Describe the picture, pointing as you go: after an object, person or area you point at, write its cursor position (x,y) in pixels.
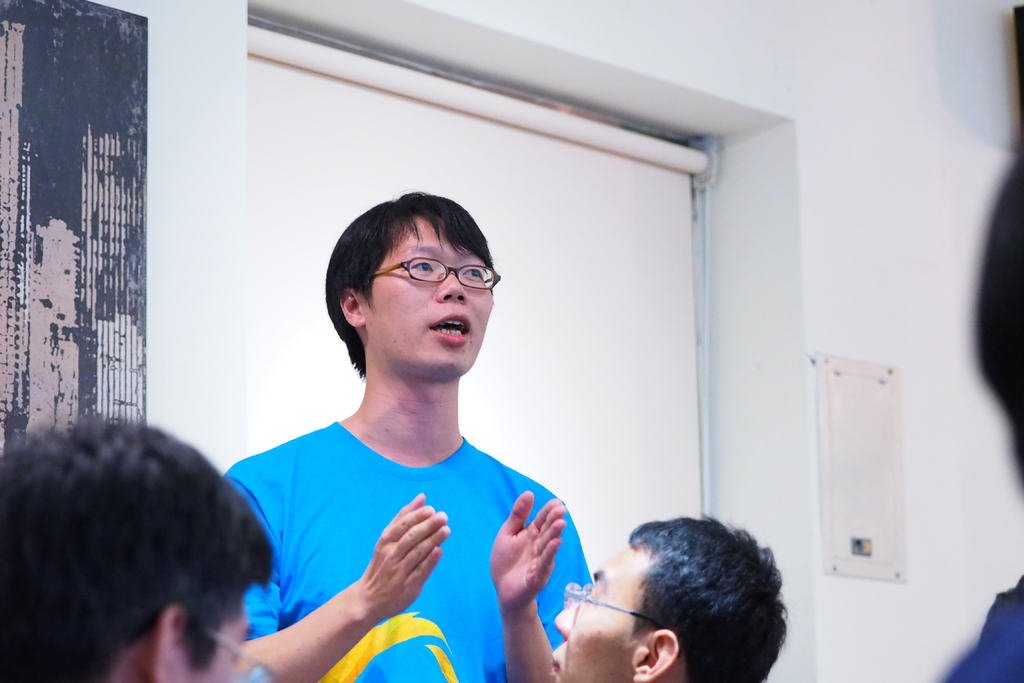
In this picture there is a boy (315,521) wearing blue color t-shirt (487,560) and explaining something. In front (655,631) there are two boy (691,638) who are sitting. In the background (475,29) we can see white color wall (838,48) and a curtain blind (363,90).
